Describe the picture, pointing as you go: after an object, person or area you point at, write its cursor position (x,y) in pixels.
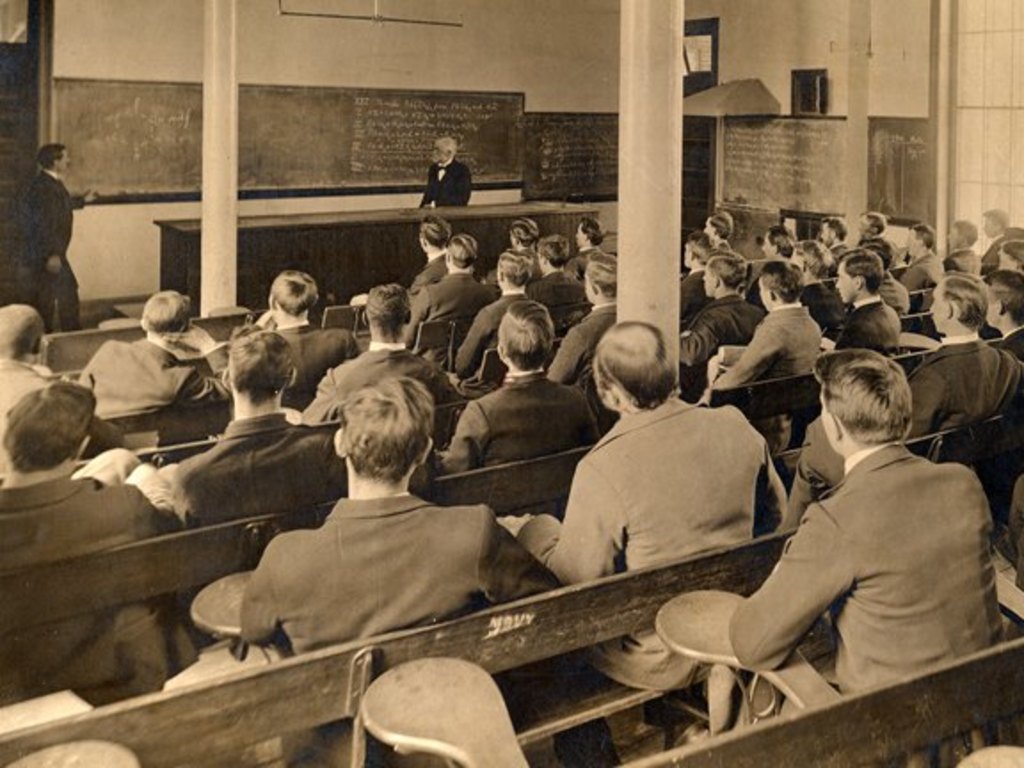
It is a black and white image which is taken in a classroom (789,553). In this image we can see many people (541,544) sitting on the benches (651,630). Image also consists of two white color pillars (629,184) and also black boards (566,136) with text (555,139) on it. There are two persons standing in the background (52,161). We can also see a table (360,224). In the top right corner (992,84) there is window (953,105).
